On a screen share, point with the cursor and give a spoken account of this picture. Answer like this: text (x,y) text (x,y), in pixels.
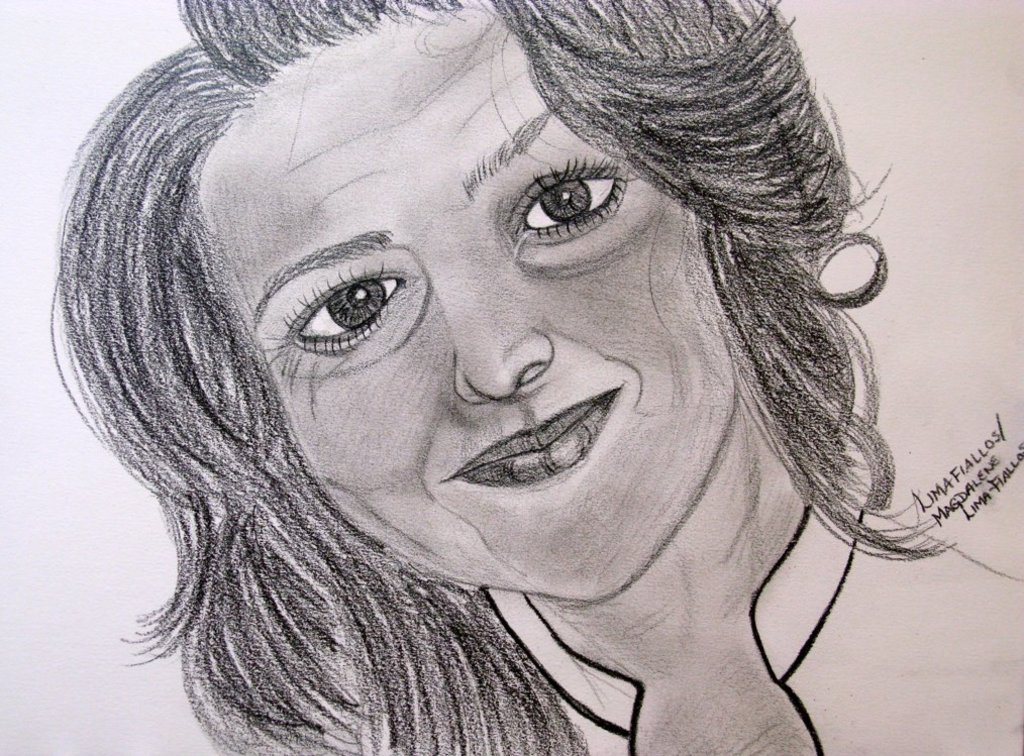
In this image there is a drawing (388,464) of a girl (355,361) and there is some text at the right side of the image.
